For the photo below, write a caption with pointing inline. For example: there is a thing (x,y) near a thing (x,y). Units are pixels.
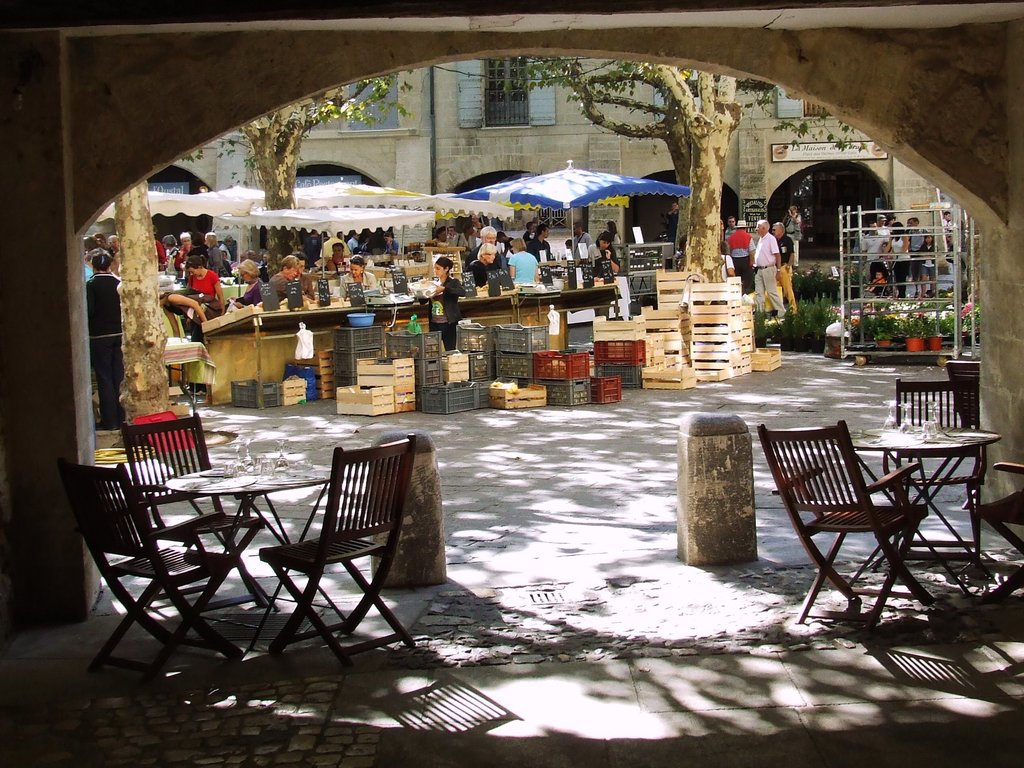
In the foreground of this image (566,705), there are chairs (188,543), tables (231,487) on the ground (460,584). We can also see bollards (725,491) and an arch (178,132) at the top (741,69). In the background (568,369), there are baskets (688,365), few people (250,290) standing, umbrellas (377,202), trees (282,177) and also we can see the walls (571,115), windows (519,99) and arches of a building (507,88).
